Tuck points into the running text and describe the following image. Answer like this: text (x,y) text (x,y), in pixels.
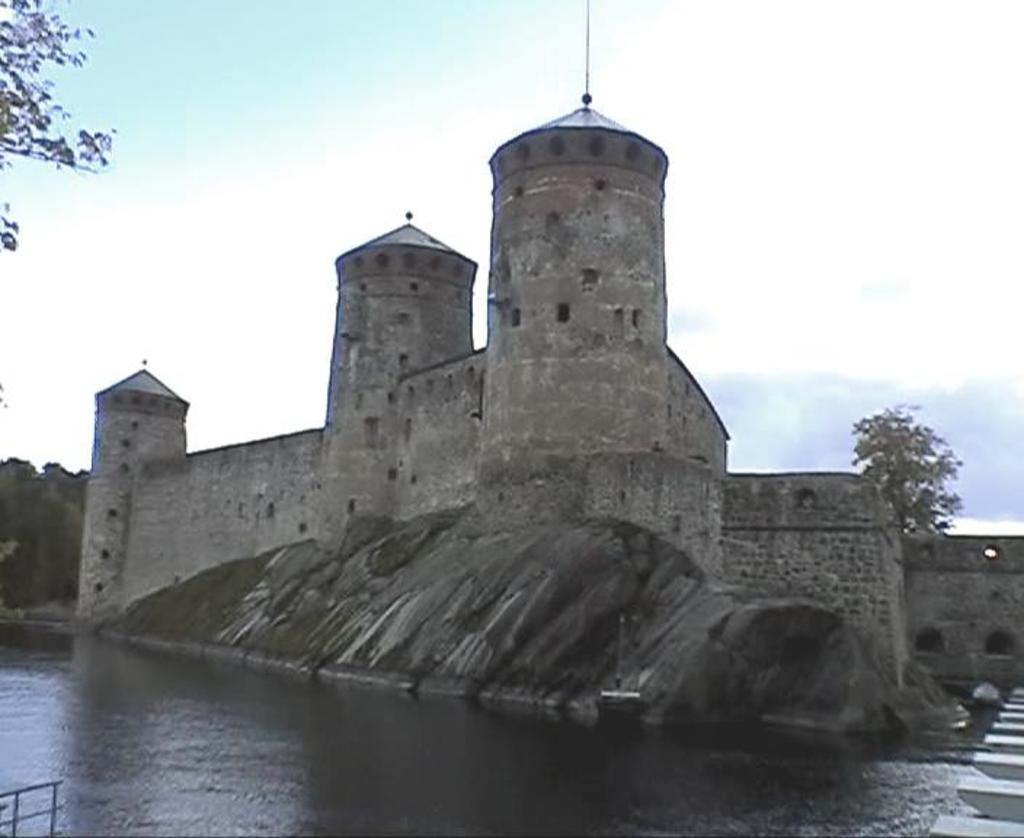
In this picture we can see a building (293,514). There is water (346,803). We can see a tree (898,475) on the right side (916,496) and a tree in the background (895,508). Sky (419,123) is blue in color and cloudy.
